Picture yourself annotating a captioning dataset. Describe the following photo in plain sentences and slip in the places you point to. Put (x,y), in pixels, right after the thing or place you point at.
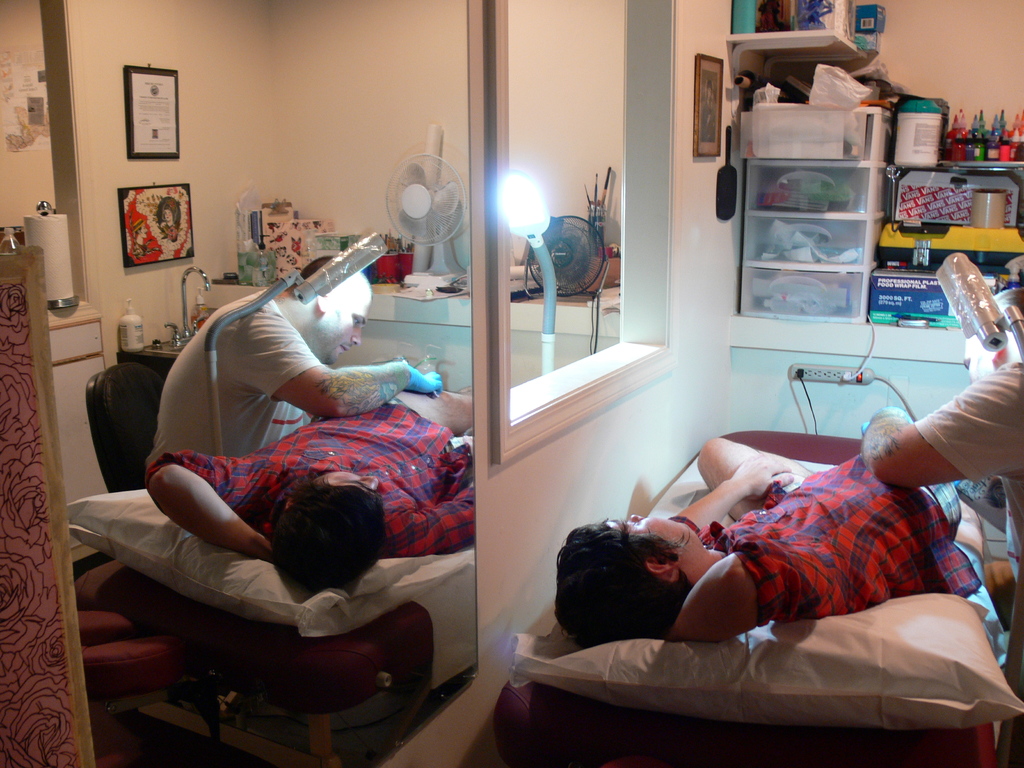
In this image i can see a man (378,503) lying on the bed (757,627) and another person (336,389) who is giving a tattoo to the person (762,524). And here we have a mirror (258,386) on the wall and a lamp light (541,268). And on the right side (834,148) we can see a couple of objects (907,228) on the shelf (862,340). Here we can see in the mirror (159,189) a wall frame (179,184) on the wall (152,167) and a fan (422,204) on the table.
